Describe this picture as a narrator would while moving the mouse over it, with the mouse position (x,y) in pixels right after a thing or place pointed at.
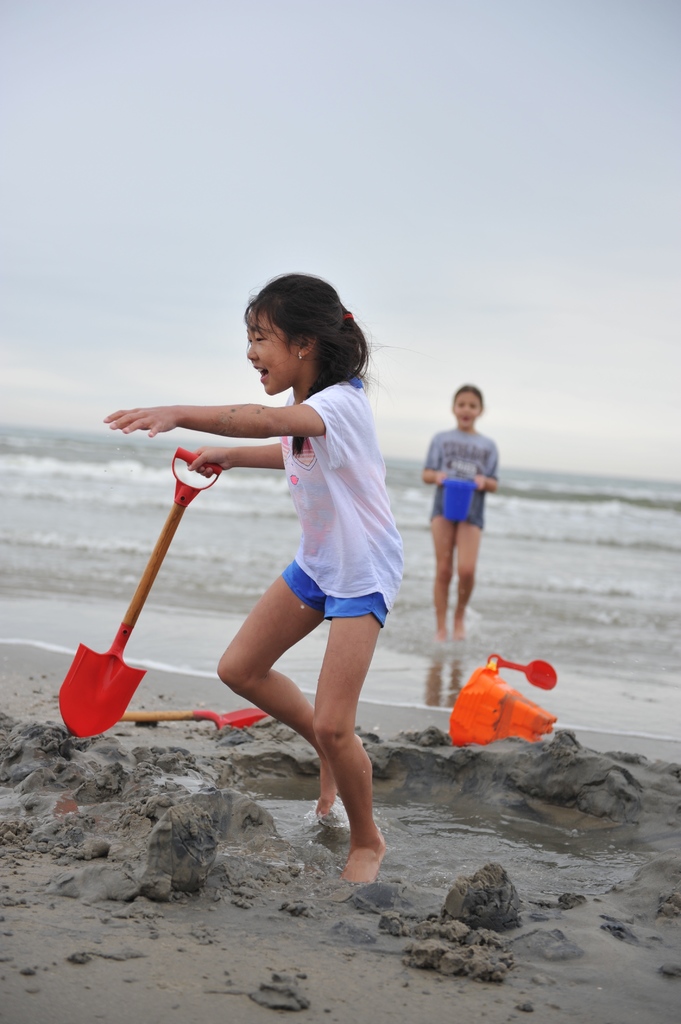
There is a girl (326,493) in white color t-shirt (326,508), holding a spade (114,673) and running on the sand surface (362,887) of a ground (7,876) near a small water pond (521,842). In the background (503,696), there is another spade (258,709) and other object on the sand surface (202,733), there is a child (467,526) holding a violet color object (461,500) and walking in the water (472,618) near tides (589,555) of the ocean (412,461) and there is sky (137,77).
